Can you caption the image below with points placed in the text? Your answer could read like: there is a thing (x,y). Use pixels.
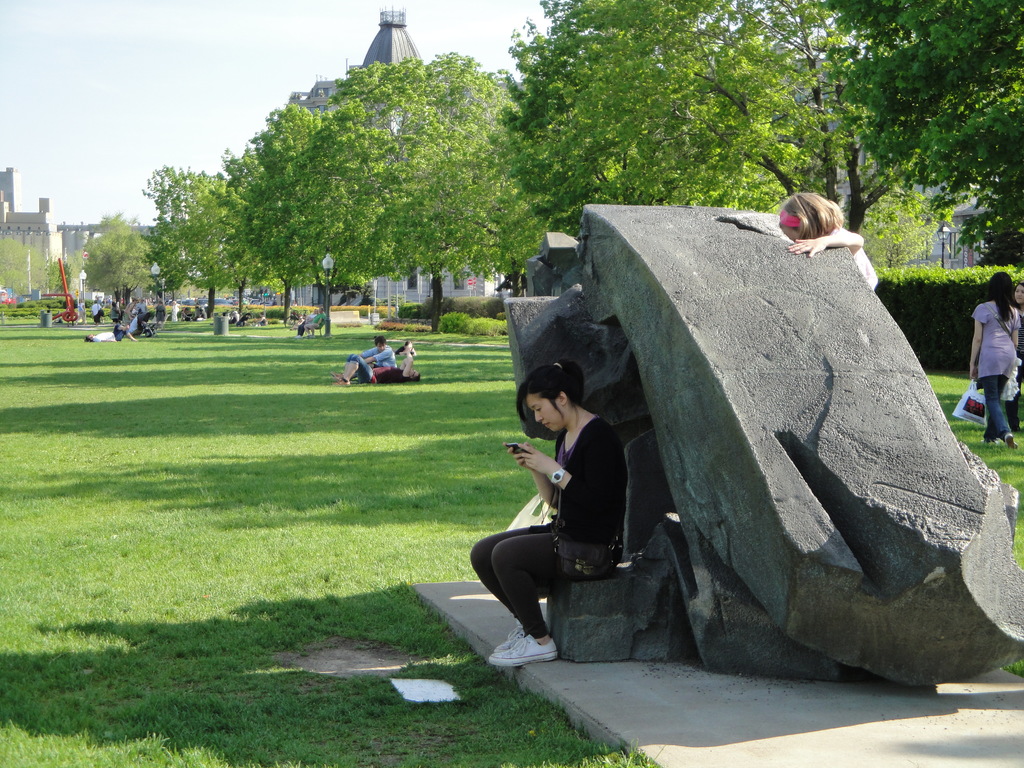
In this image in the foreground (579,435) there are some people (585,466) who are sitting and there is one rock (738,401), in the background (887,102) there are some trees (208,213) buildings (45,232) and some persons (362,378) are sitting on a grass (113,443). On the top of the image (173,86) there is sky (203,108).
